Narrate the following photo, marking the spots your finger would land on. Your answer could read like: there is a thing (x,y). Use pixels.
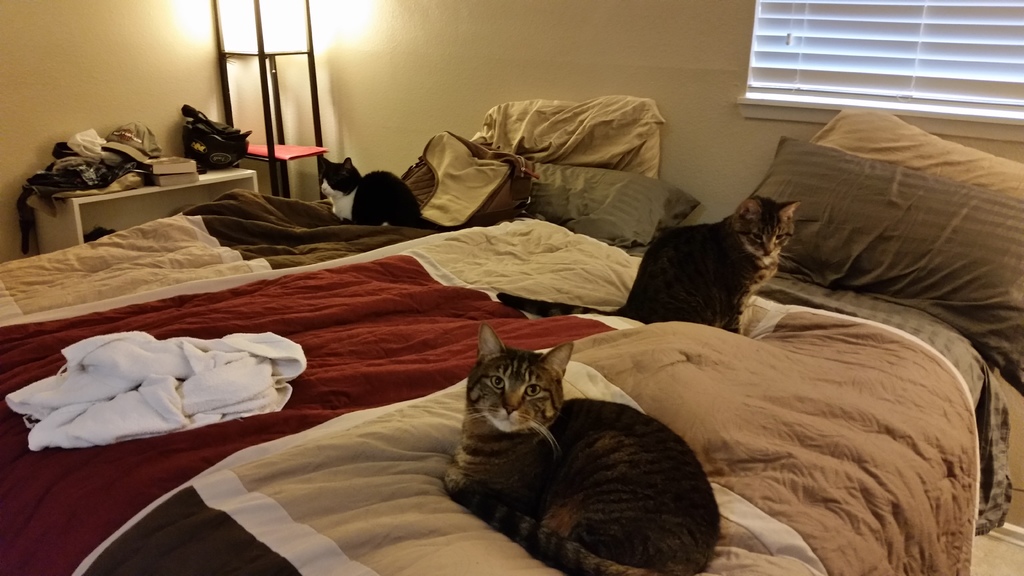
3 cats (384,195) sitting on the bed (656,392). on the bed (411,297) there is a white towel (191,350), a bag (484,202) and pillows (903,207). at the left (73,212) back there is a table (68,224) on which there are clothes (92,143) and at the back (267,33) there is a lamp (269,53).
